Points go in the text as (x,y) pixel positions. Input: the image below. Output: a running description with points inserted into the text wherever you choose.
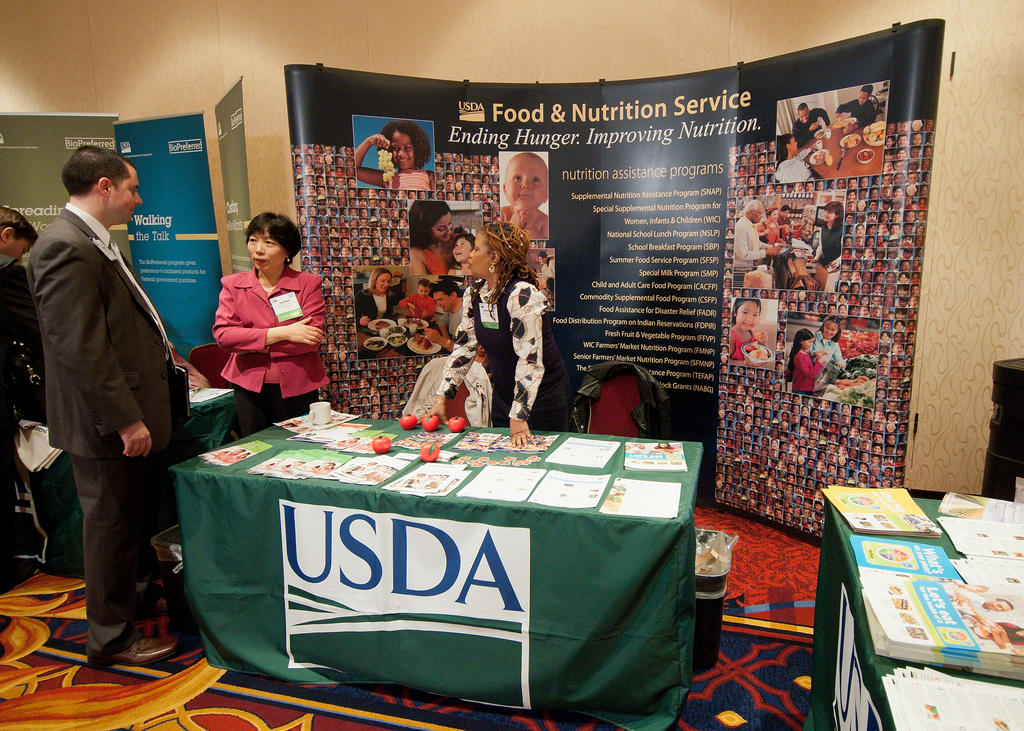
In this image there are people (563,400) standing in front of the tables (930,599). On top of the tables (517,692) there are papers (325,473), fruits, books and a cup (326,421). In the background of the image (206,150) there are banners (185,133). There is a wall (727,11). On the right side of the image (1013,473) there is some object (998,483). There is a dustbin (712,609).
